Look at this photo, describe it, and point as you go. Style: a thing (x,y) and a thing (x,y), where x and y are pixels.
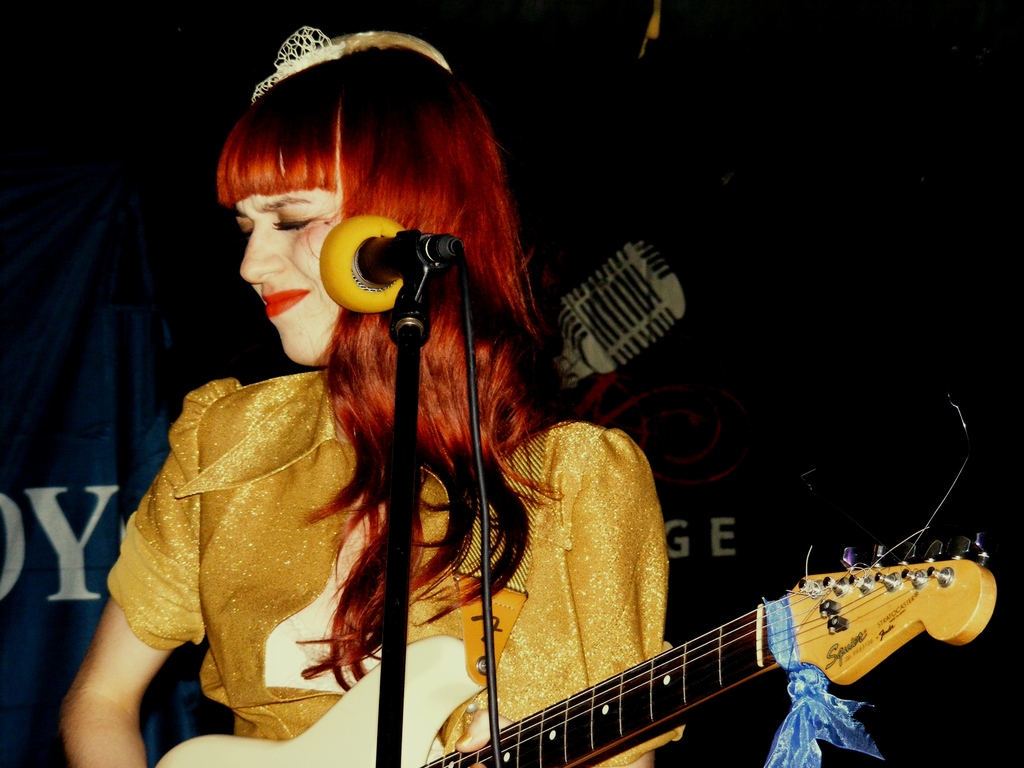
Here in this picture we can see a woman (233,531) present over a place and she is holding a guitar (548,727) in her hand (476,727) and in front of her we can see a microphone (365,285) present and she is making a facial expression and behind her we can see a curtain (1,695) present.
